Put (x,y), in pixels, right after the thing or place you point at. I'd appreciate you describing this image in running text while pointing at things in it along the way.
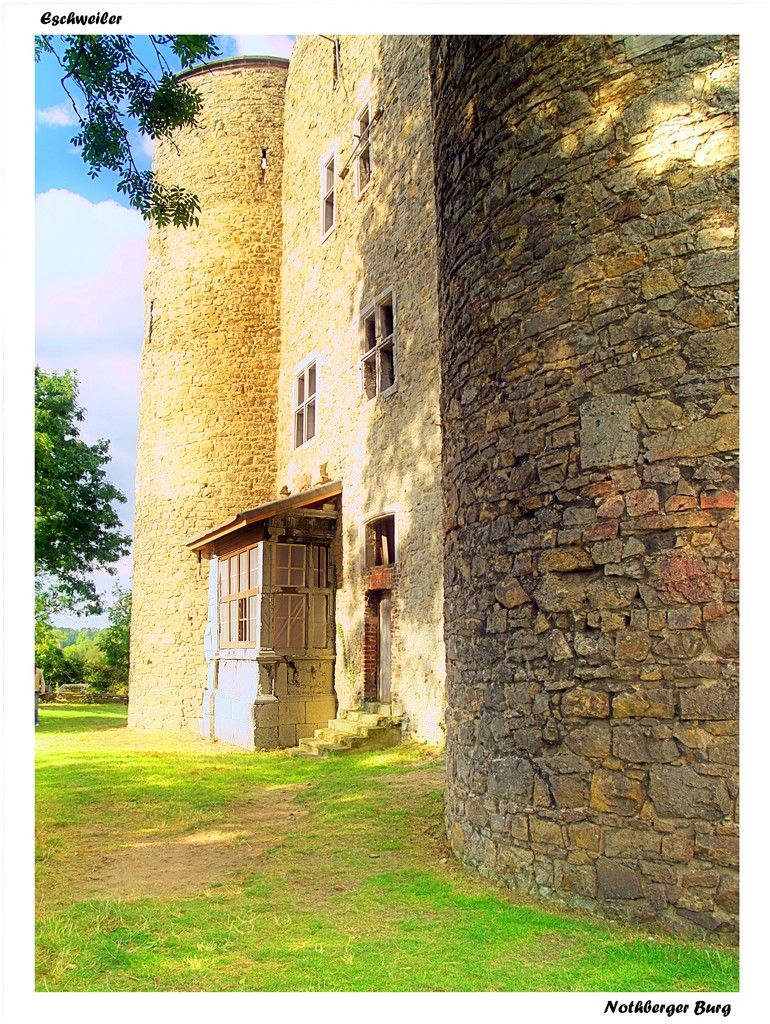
In this image in the right (576,650) there is a building (325,244). In the background (53,434) there are trees (102,671). The sky (64,242) is cloudy. There are windows (322,167) and door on the wall (326,274).
